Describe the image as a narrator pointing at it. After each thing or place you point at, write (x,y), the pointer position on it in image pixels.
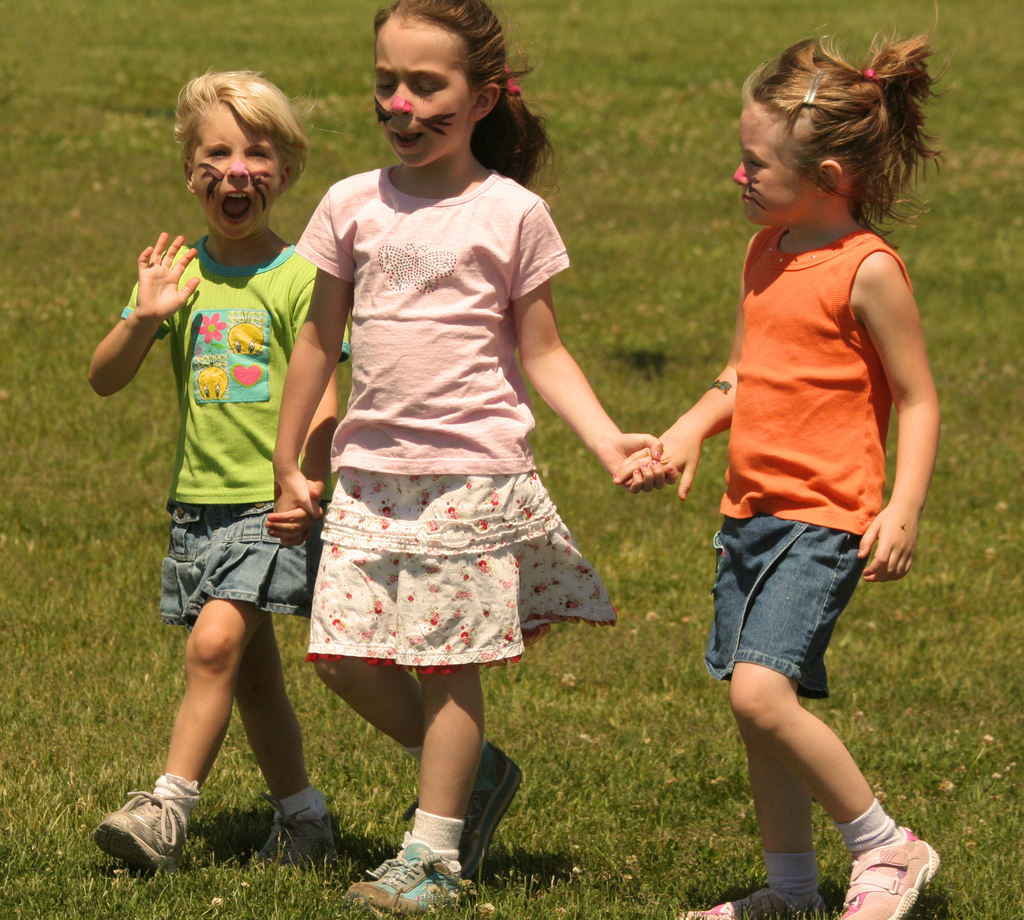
In this picture we can see grass (673,499) and three kids (740,499). They are holding their hands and walking together.
